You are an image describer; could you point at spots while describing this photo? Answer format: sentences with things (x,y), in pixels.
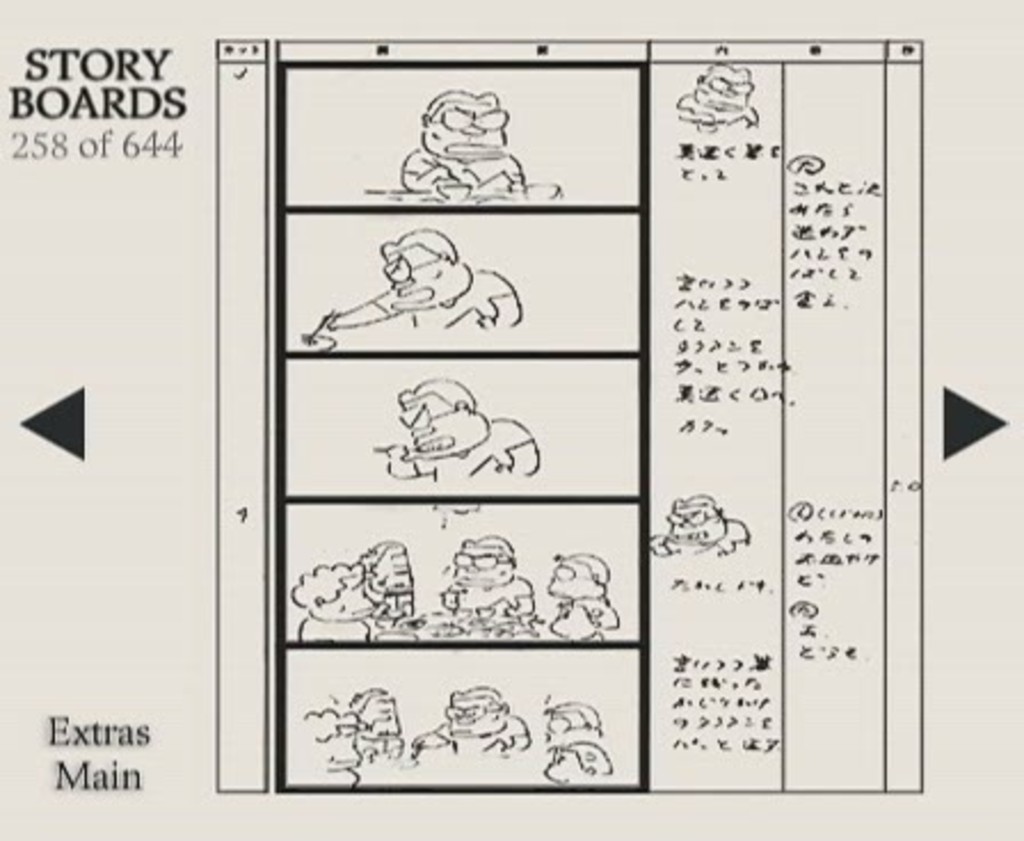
In the center of the image (428,461) we can see one poster (616,446). On the poster (667,470), we can see a few cartoon characters (428,450) and some text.
